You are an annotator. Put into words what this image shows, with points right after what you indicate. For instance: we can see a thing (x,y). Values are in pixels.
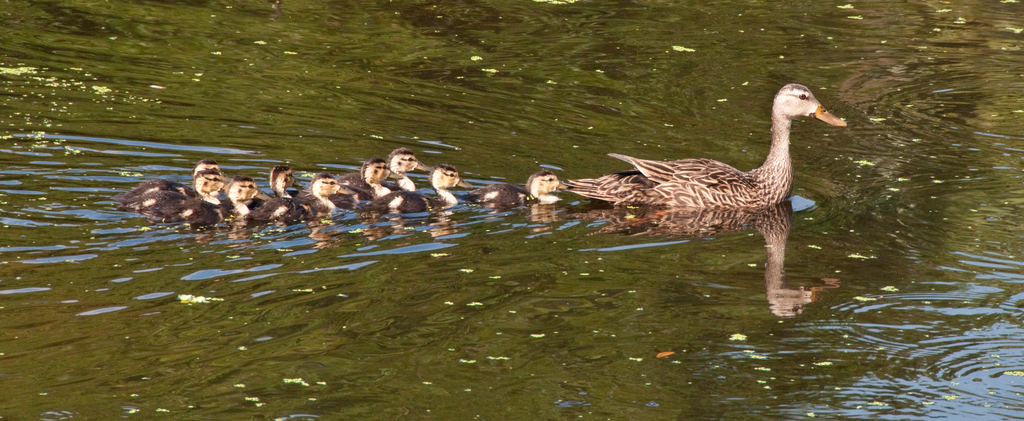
In this picture we can see a duck (731,184) and few ducklings (238,180) on the water (422,119).
